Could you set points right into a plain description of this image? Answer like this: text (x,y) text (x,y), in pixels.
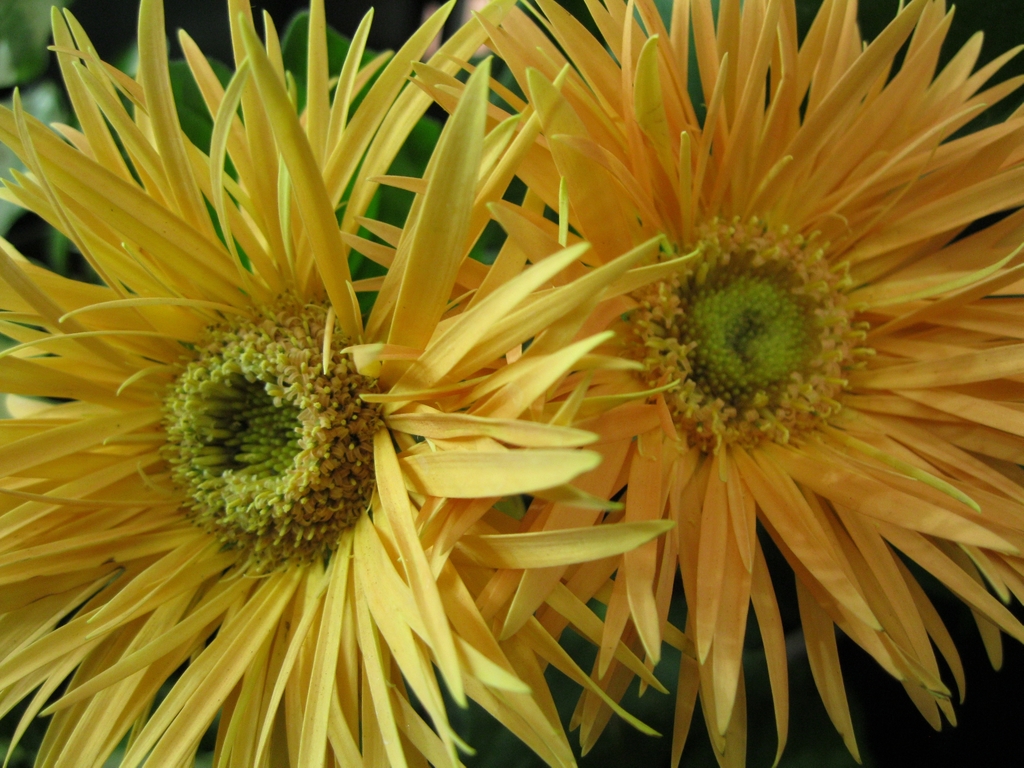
This image is taken outdoors. In the background (37,90) there is a plant (291,60) with green leaves (409,166). In the middle of the image (438,489) there are two flowers (352,618) which are yellow in color.
